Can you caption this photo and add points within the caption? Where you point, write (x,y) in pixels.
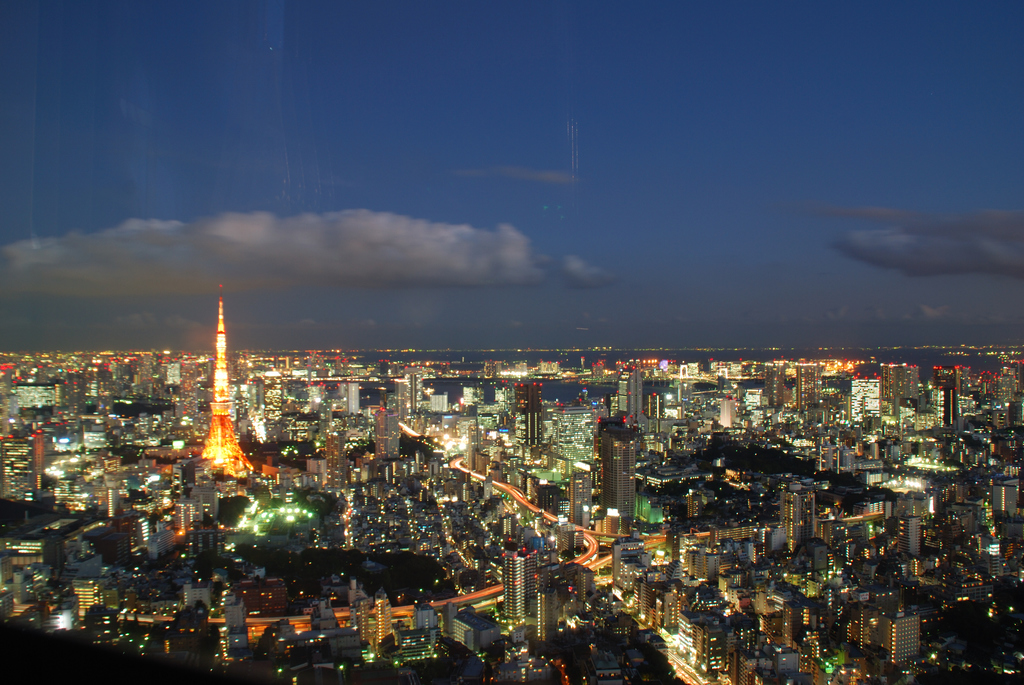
This image is taken outdoors. At the top of the image (280,151) there is a sky (479,217) with clouds (891,243). At the bottom of the image (579,556) there are a few roads (353,609) and a few vehicles (592,548) are moving on the road (675,657). There are many buildings (146,421), towers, skyscrapers (629,474) and house (865,643) with walls (124,429), windows (31,397), roofs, railings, doors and balconies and there are many lamps (933,659).
